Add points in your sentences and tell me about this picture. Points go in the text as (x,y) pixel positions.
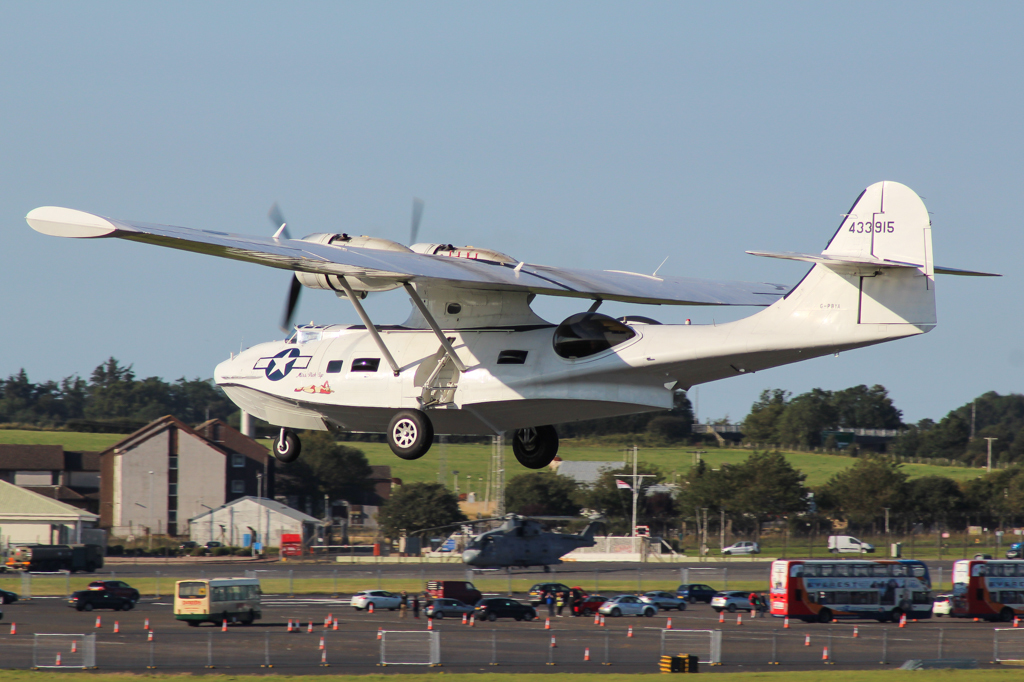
This picture is clicked outside the city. At the bottom of the picture (220,606), we see many vehicles (589,601) moving on the road (451,643). Beside that, there are traffic stoppers (148,625) placed on the road (559,647). In the middle of the picture (423,311), we see an airplane (425,408) in white color is flying in the sky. In the background (318,459), there are trees (342,483) and buildings (108,508). We even see street lights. At the top of the picture (515,106), we see the sky (506,201).
